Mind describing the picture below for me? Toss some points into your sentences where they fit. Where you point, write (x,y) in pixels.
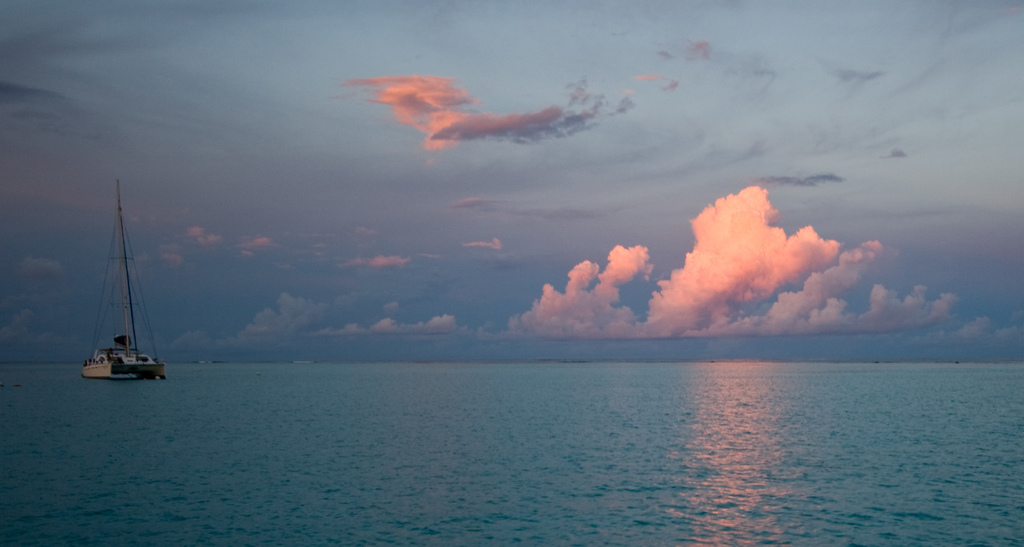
In the image there is a boat (135,341) in the ocean (755,433) on the left side (131,353) and above its sky (545,236) with clouds (699,255).
